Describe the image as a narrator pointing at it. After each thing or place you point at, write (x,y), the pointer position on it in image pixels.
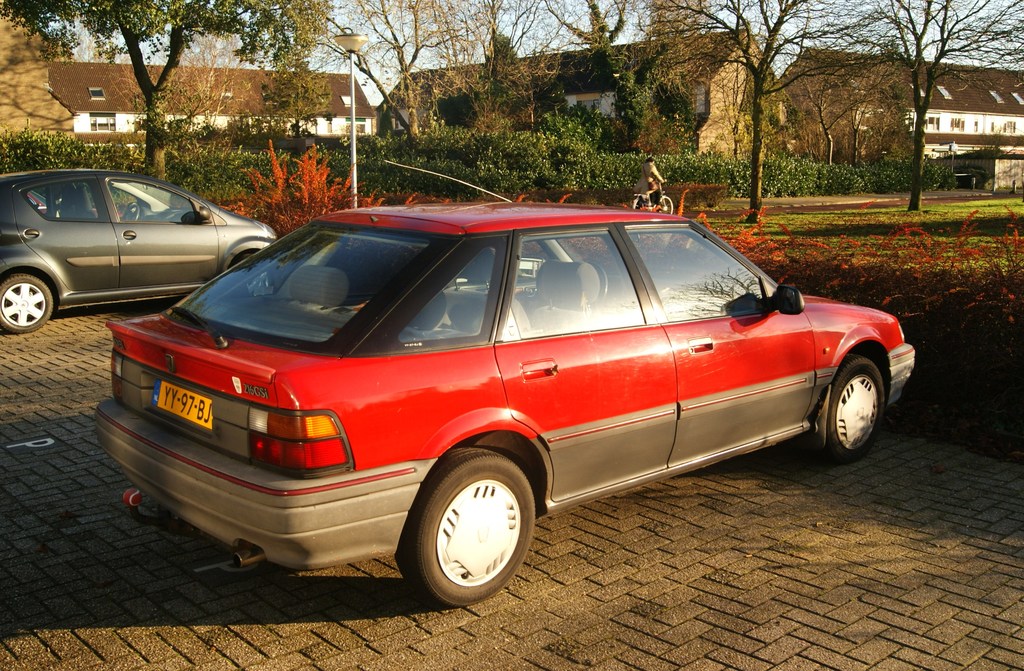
In this image there are two cars (360,427) are parked and there is a person (646,178) riding bicycle (668,198). In the background (625,189) there are trees (150,151), plants (676,182), a pole (353,104), buildings (0,79) and the sky (408,44).
